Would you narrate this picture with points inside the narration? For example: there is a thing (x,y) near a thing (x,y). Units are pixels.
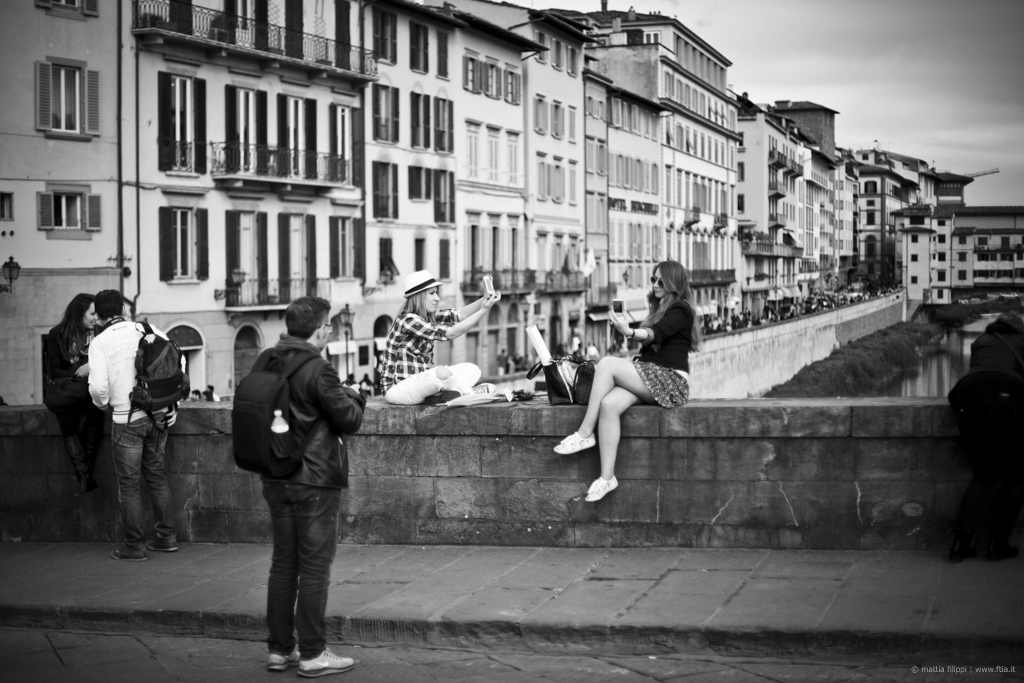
In this image, there are a few buildings (455,192), people (978,354). We can see the ground (903,666) and some water (980,327). We can also see the sky (1014,163) and some text (916,668) on the bottom right corner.
